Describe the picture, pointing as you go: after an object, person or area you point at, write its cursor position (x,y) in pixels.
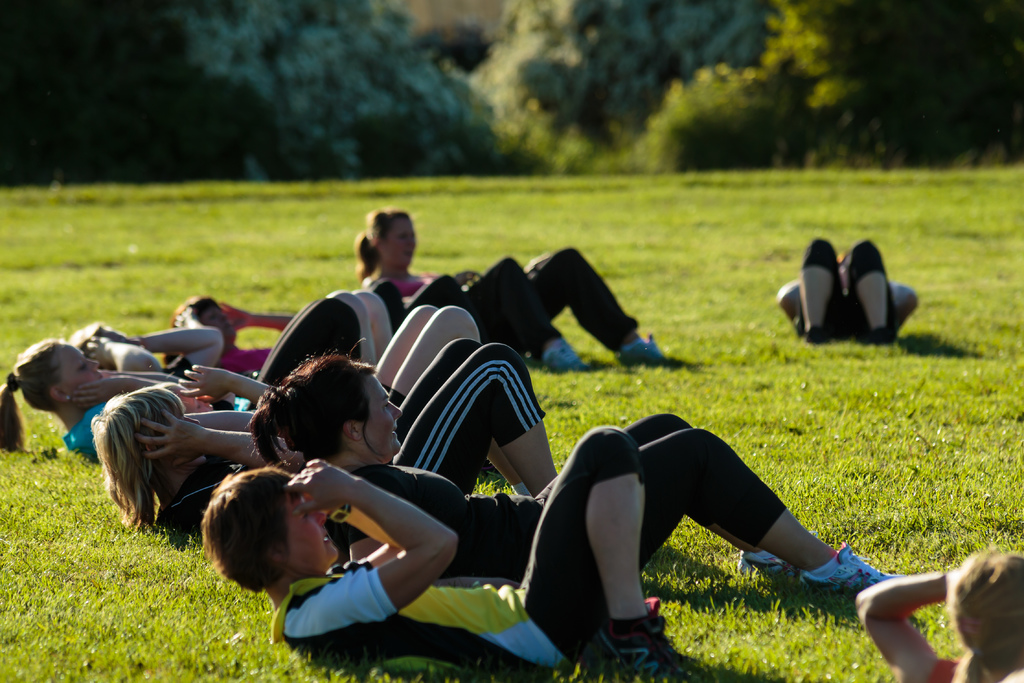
This picture is taken on the ground (334,257). On the ground (488,488) there are people (552,470) lying on it and performing the exercise. On the top (233,145) there are trees (609,102).
